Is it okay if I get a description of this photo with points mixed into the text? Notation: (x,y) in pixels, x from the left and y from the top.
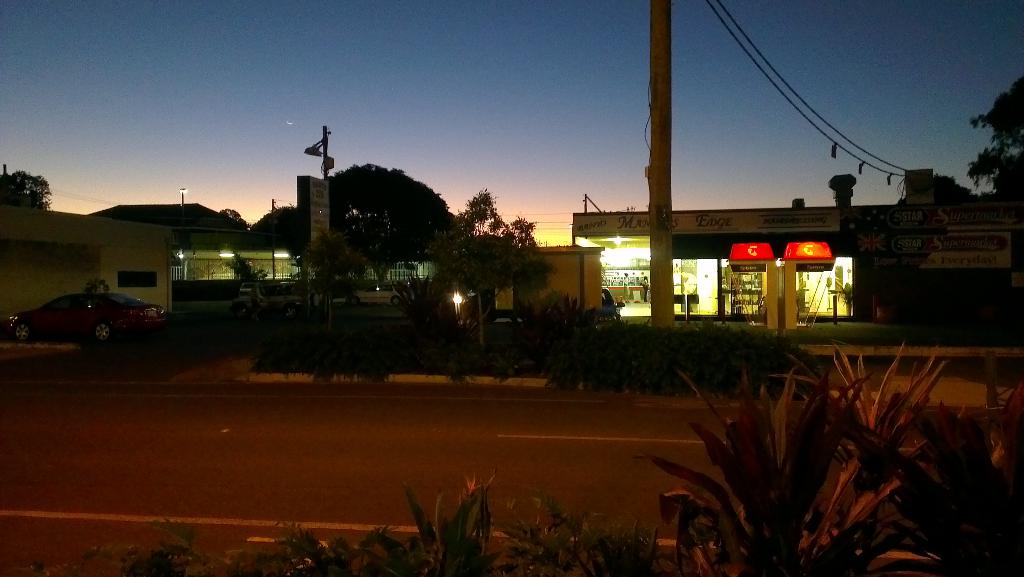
There is a road (471,420). Near to the road (549,472) there are plants (736,487). In the back (575,374) there are trees (382,238), plants (333,258), buildings (703,237) and pole (671,204). On the left side (105,316) there is a car (65,325). There are lights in the buildings (805,280). There is sky (479,87) in the background (471,63). On the right side (828,229) there is a building (911,249) with boards (913,235) on that.
